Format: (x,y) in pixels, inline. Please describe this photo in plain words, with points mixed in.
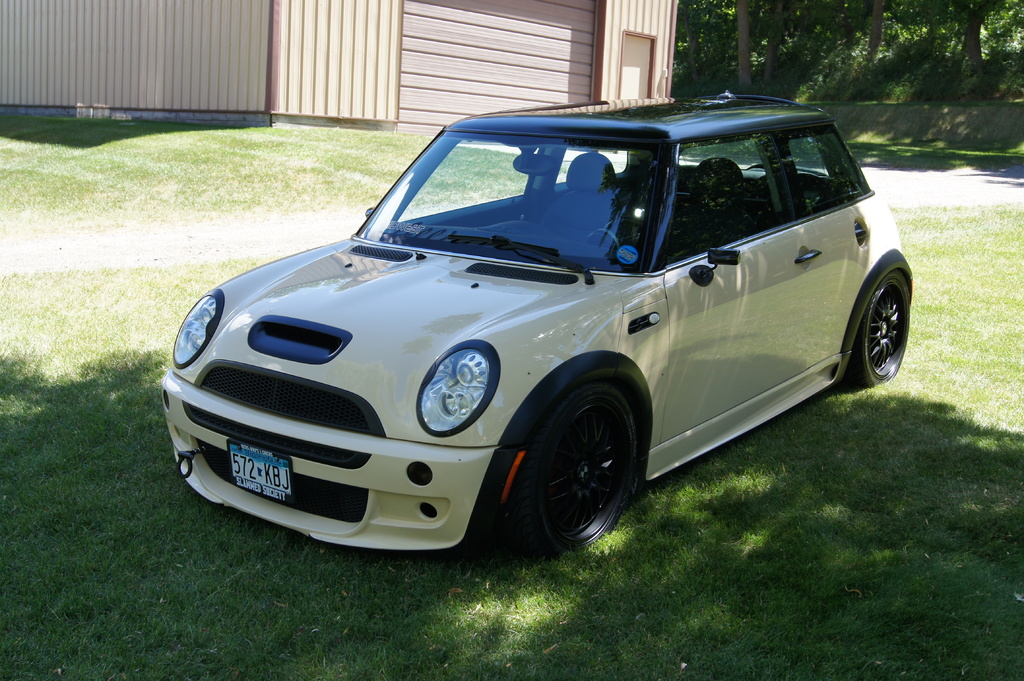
In the picture there is a car (599,199) parked on the grass (77,407) under a tree shade (898,424) and around the grass (123,299) there are few trees (787,54) and on the left side (133,93) there is a wooden house (522,59). The climate is very sunny.
